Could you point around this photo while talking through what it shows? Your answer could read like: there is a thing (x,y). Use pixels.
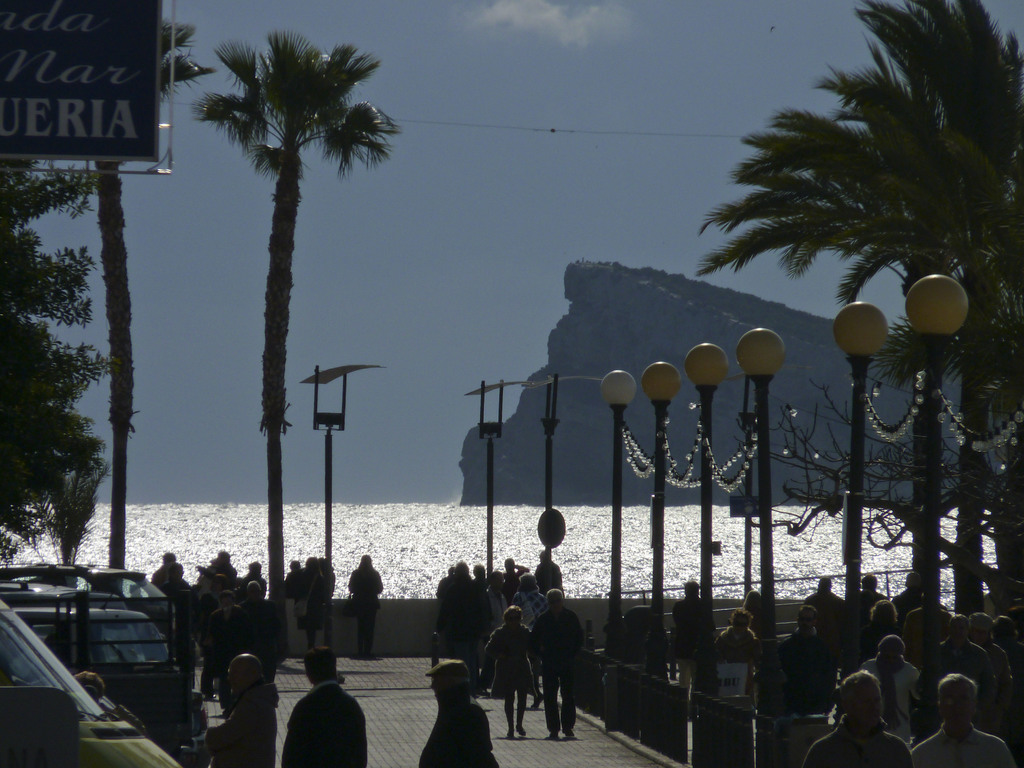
In this image there are a few people (372,642) standing and few (518,643) are walking on the path (484,705). On the path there are vehicles (129,668) parked and there are street lights (709,493). At the center of the image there is a sea (31,547) and trees (58,505). In the background (587,287) there is a mountain (603,349) and a sky (251,302).
